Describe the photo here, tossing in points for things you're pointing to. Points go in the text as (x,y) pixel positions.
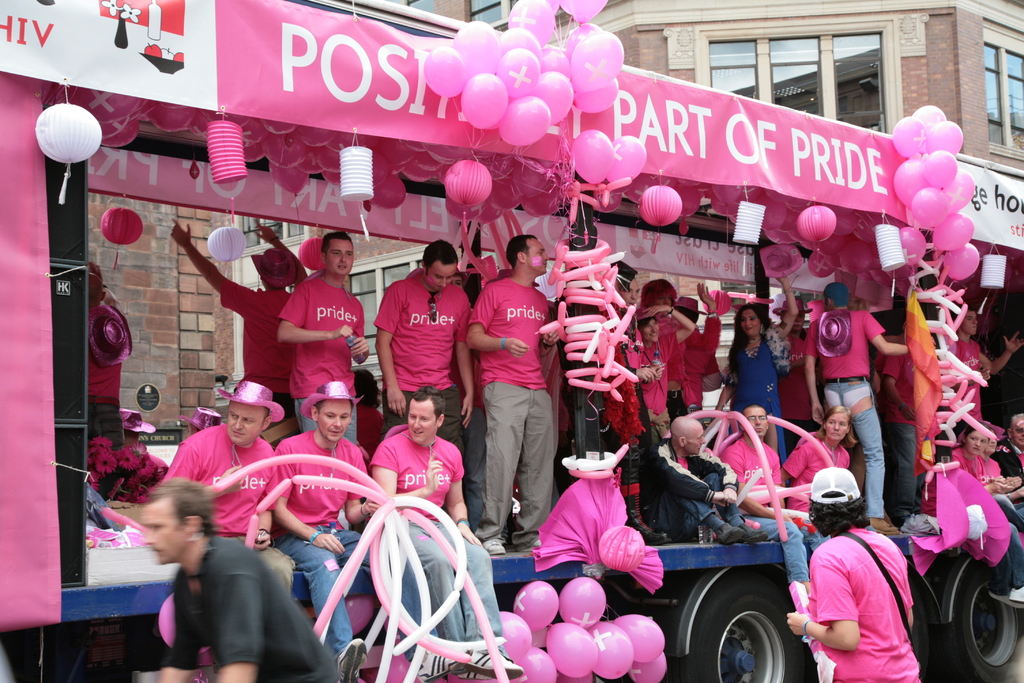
In this picture there are people (870,485) and we can see a vehicle (776,600), balloons (516,73), banners (306,92) and decorative objects (72,144). In the background of the image (806,72) we can see building (797,36), windows (391,281) and wall (99,240).
